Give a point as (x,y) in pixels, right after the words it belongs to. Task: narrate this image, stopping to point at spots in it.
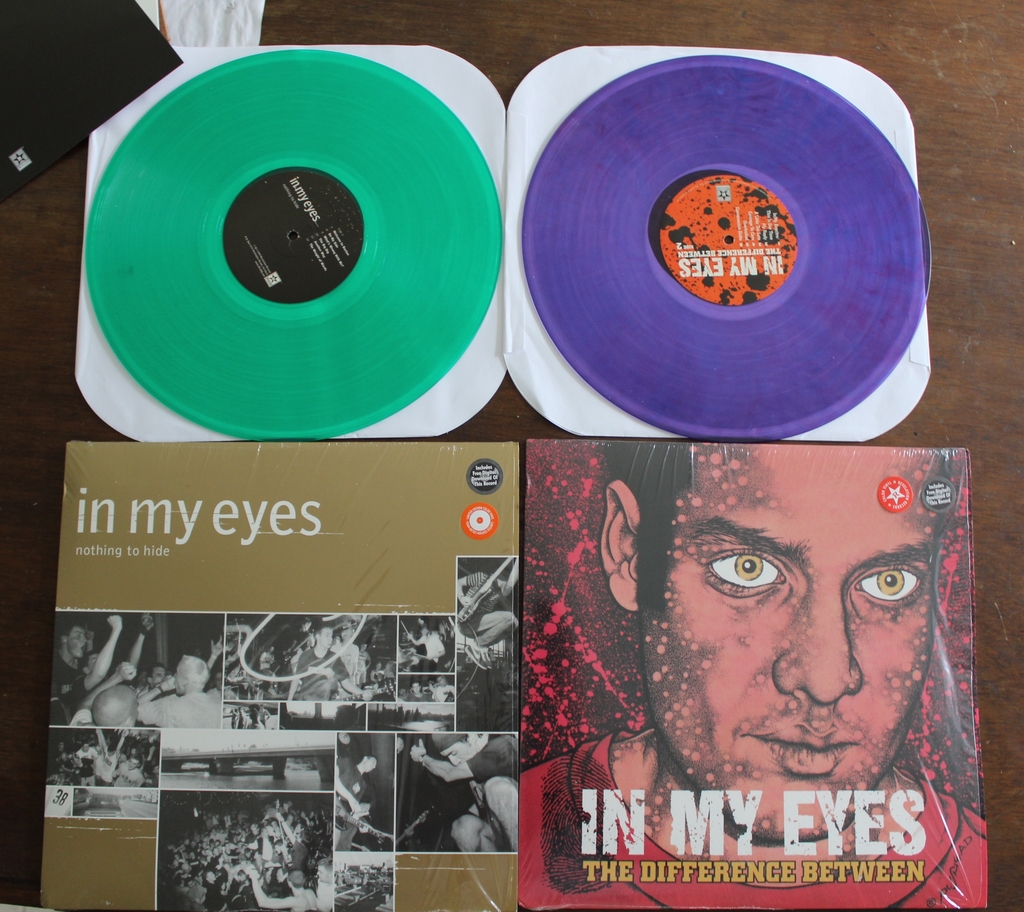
This image consists of boxes (331,732) at the bottom (513,800). At the top (590,182) there are some DJ material (383,290).
